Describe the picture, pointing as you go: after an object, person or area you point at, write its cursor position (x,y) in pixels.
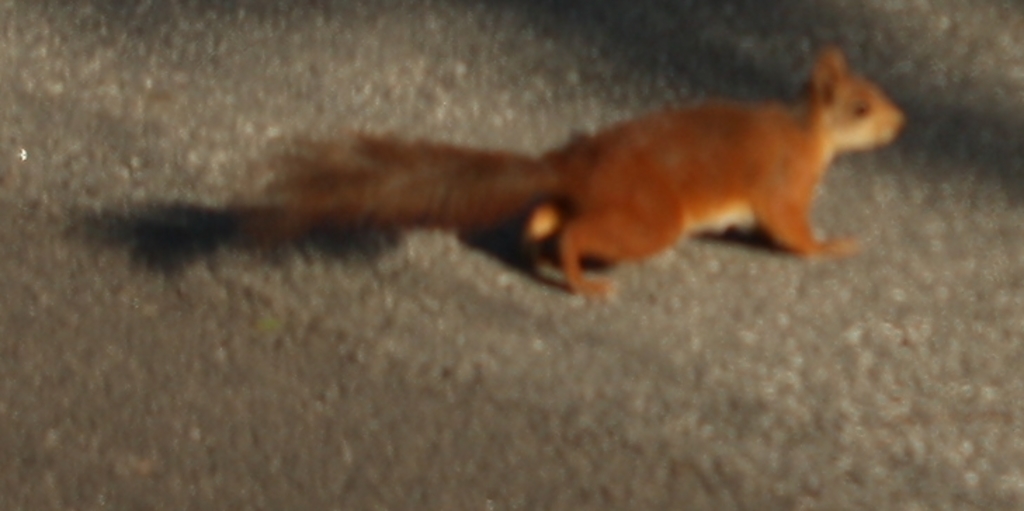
In this image I can see an animal (799,242) which is in brown and cream color. It is on the grey color surface (526,351).
